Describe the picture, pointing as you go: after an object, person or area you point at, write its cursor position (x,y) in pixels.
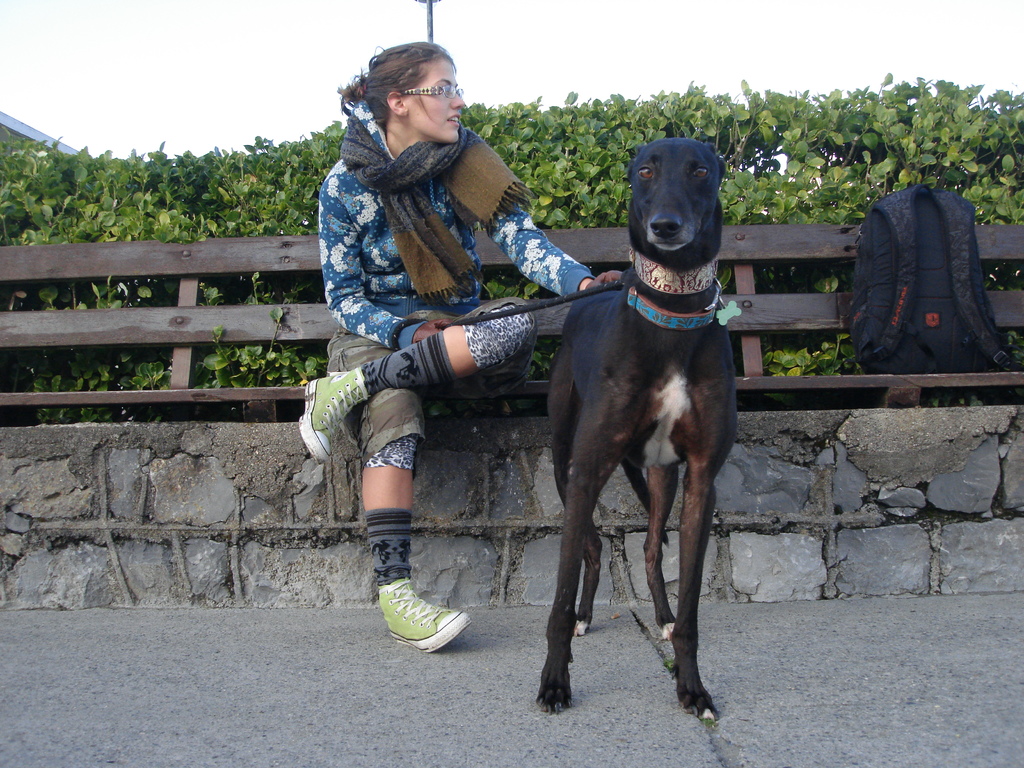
In this image I can see a dog (568,659), a girl (358,333) is sitting on a bench (928,374) and there is a bag (921,286) on the right (930,346). There are plants (953,162) and a pole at the back (3,166).
